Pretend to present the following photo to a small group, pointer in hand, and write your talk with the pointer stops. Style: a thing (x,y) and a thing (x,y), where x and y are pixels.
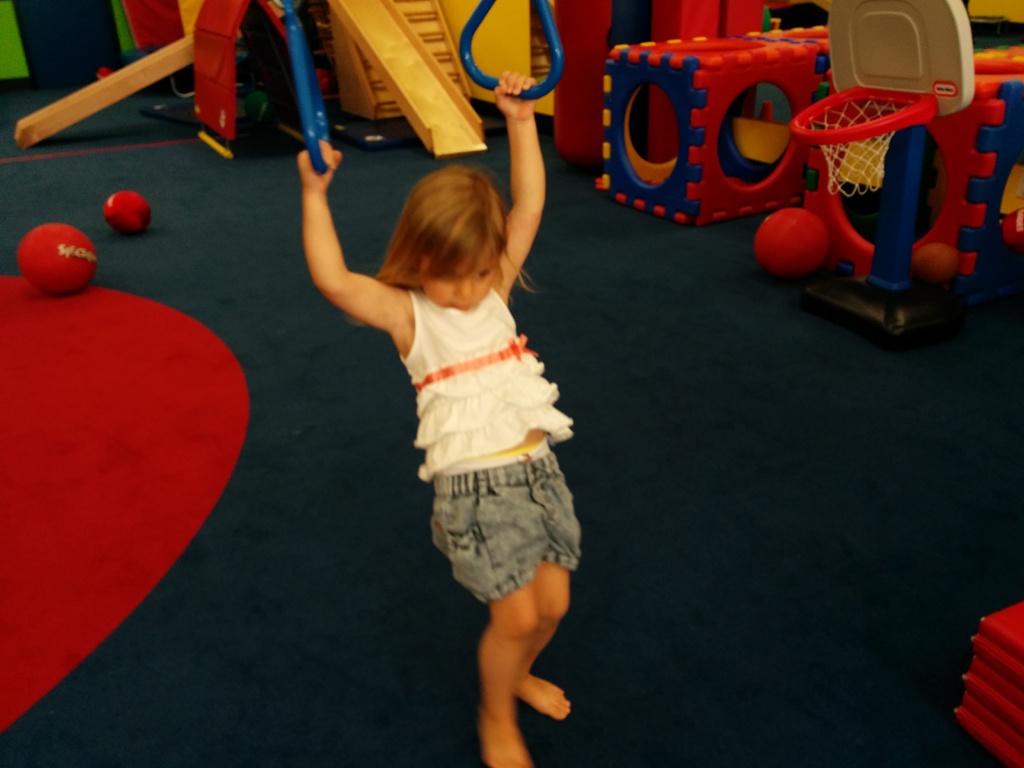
In this image we can see many playing objects (508,34) on the ground (887,680). There are several balls (77,255) on the ground (19,207). A girl (460,444) is standing and holding the objects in her hand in the image.
